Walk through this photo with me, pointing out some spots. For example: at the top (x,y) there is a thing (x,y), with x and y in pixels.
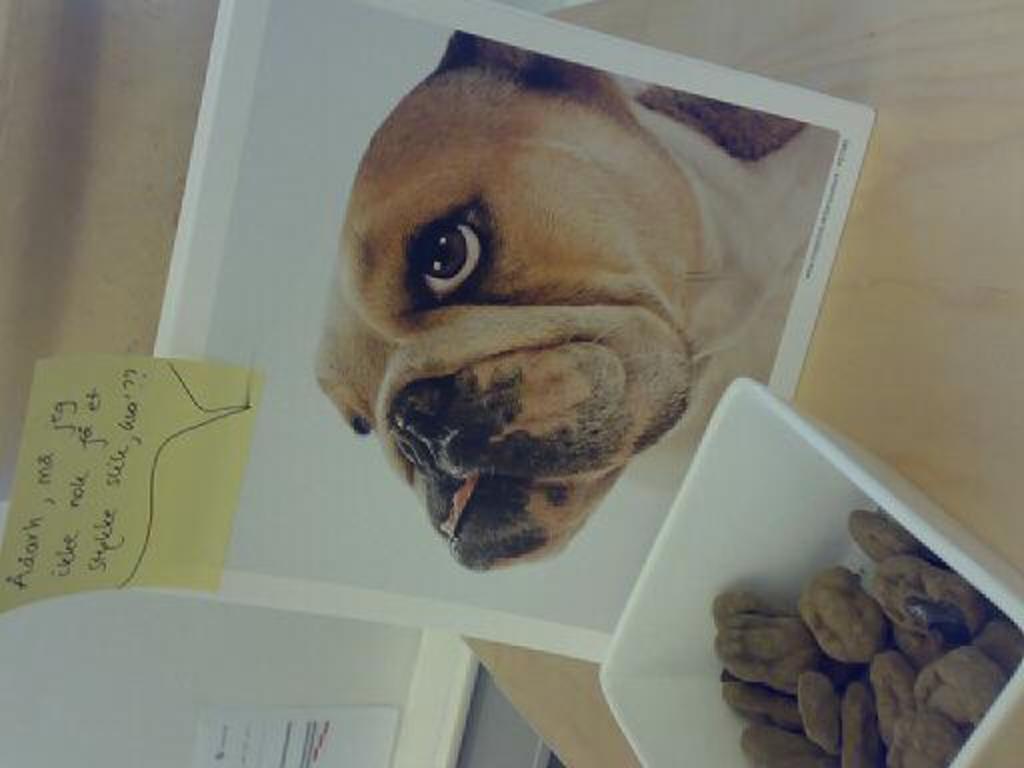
In this picture we can see a bowl (661,625) with food items (891,544) in it, photo (315,489) of a dog (356,419) with a sticker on it and these two are placed on a table (840,313) and in the background (248,714) we can see a poster (212,730) on the wall (120,675).
